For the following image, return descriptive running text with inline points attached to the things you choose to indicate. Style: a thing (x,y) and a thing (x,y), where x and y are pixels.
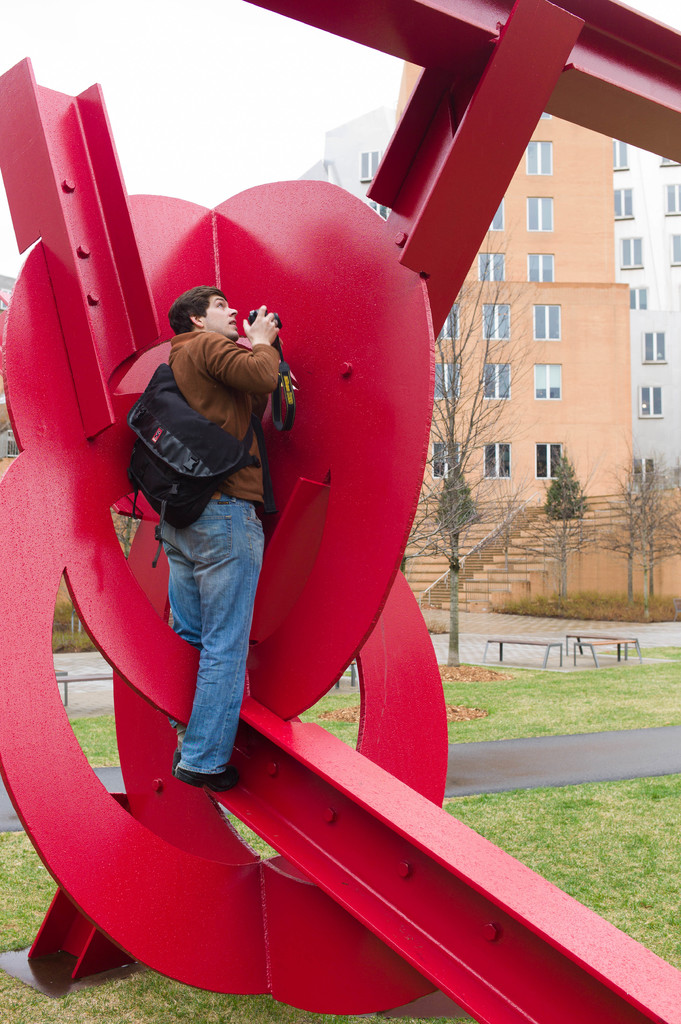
In the center of the image (249,437) there is a man (209,611) holding a camera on the statue (425,386). In the background (568,239) there is a buildings (527,302), trees (453,513), benches (543,643), grass (526,681), road (515,749) and sky (192,97).
